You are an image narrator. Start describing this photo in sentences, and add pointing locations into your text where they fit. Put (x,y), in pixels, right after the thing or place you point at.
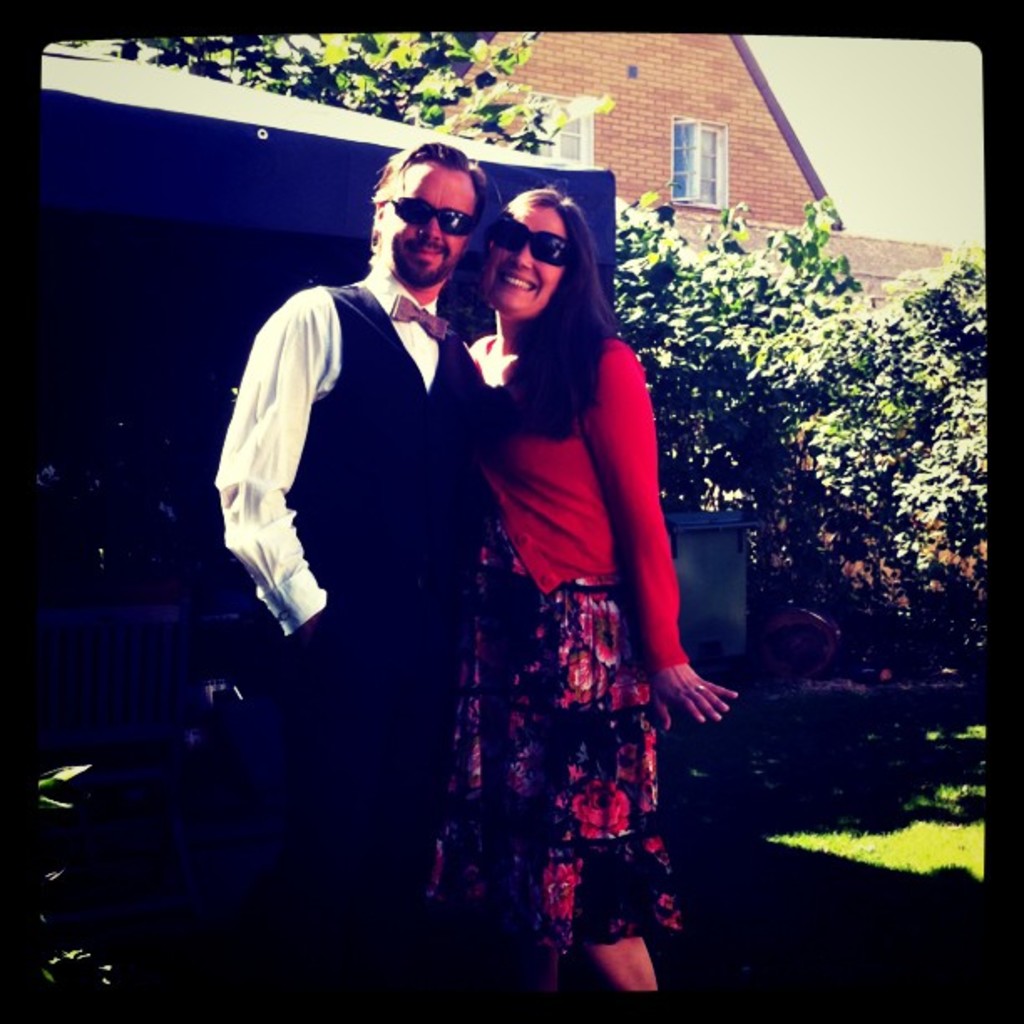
This image is an edited image. This image is taken outdoors. In the background (656,141) there is a house (545,99). There are many trees (763,321). On the right side of the image (825,854) there is a ground (841,860) with grass (841,860) on it. In the middle of the image (380,429) a man (419,412) and a woman (559,465) are standing on the ground (849,740) and they are with smiling faces (493,256).
